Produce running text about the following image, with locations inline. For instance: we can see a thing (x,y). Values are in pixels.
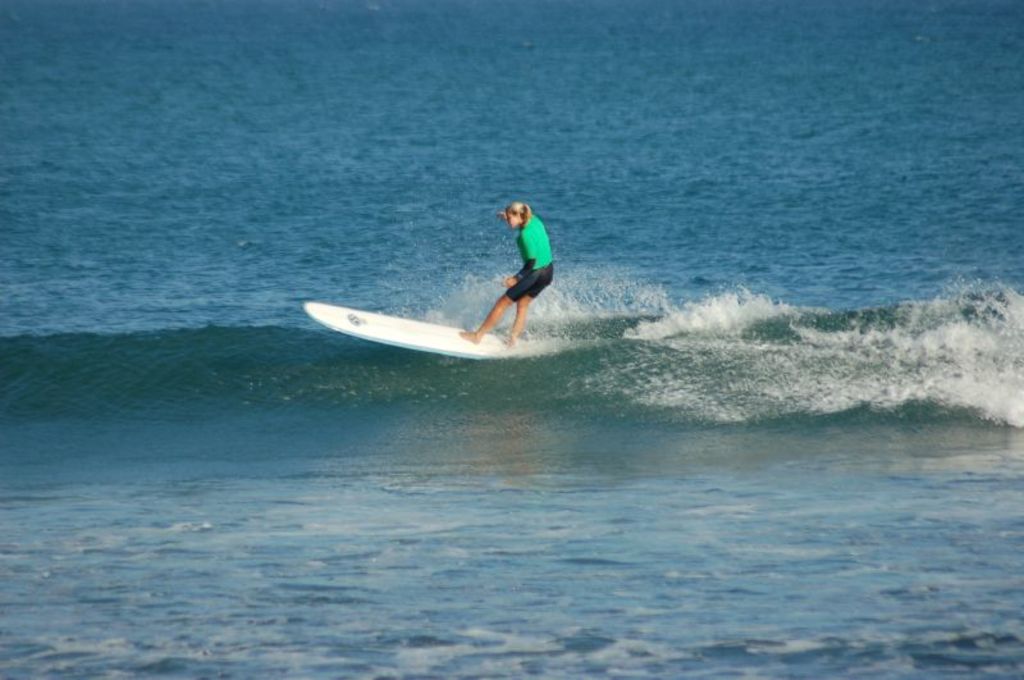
This image consists of a person (477,333) surfing. At the bottom (418,471), we can see a surfboard (448,336) on the water (440,450).
